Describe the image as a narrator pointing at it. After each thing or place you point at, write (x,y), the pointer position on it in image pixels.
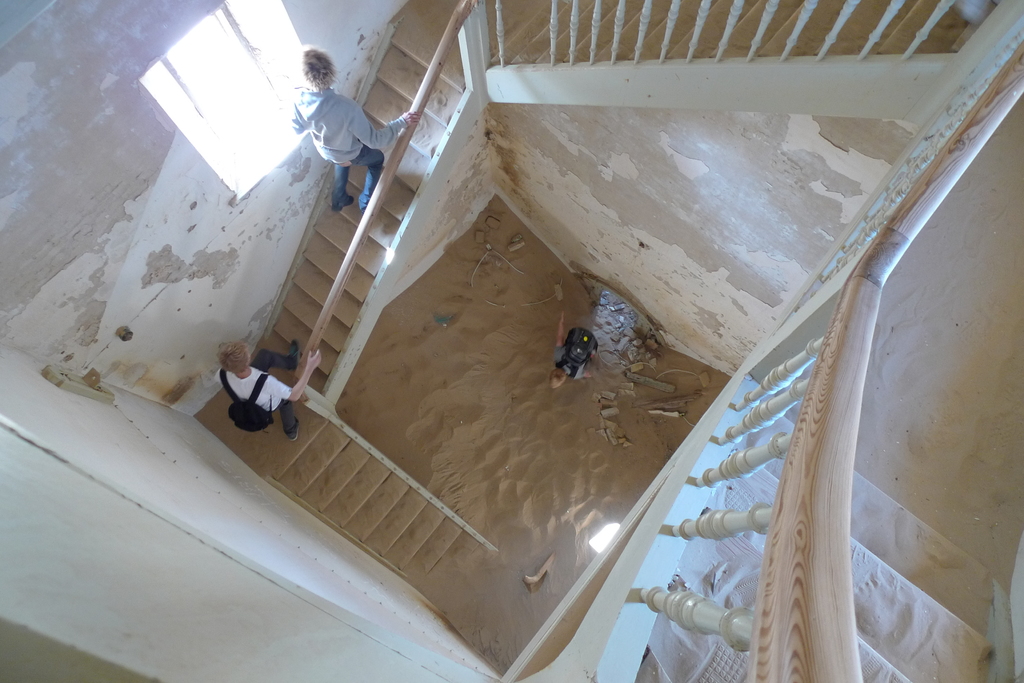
In this image there are two people (307,128) climbing stairs (349,456) with wooden rod fence (429,81), beside the stairs (358,187) on the wall (186,160) there is a window (263,116). On the bottom of the building (279,181) there is sand (526,367) and some other objects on the surface (420,340).
